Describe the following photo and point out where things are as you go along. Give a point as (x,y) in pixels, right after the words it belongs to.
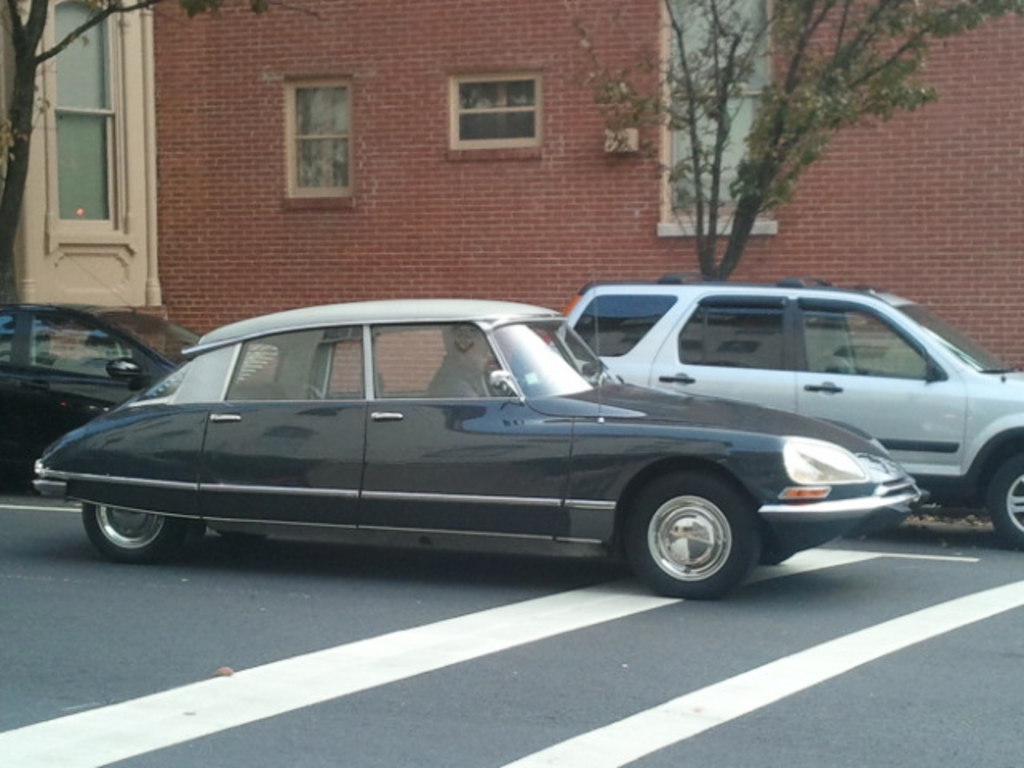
In the center of the image (480,390) we can see cars (7,414) on the road (569,561). In the background (71,118) we can see trees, windows (308,153) and building (204,174).
